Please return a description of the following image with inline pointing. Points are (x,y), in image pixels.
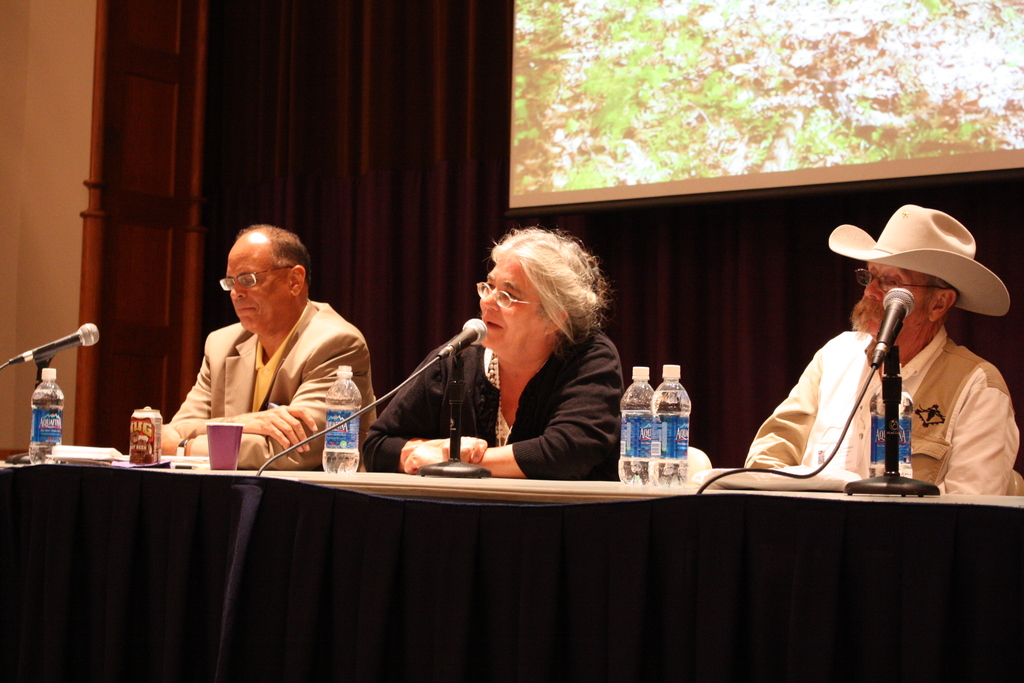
This image is taken indoors. At the bottom of the image (419,544) there is a table (517,512) with a table cloth (450,548), five water bottles (40,428), mics (888,423) and a few things (135,452) on it. In the background (73,206) there is a wall (195,194). There is a curtain (666,255) and there is a screen (574,123). In the middle of the image (517,381) a woman (416,381) and two men (362,360) are sitting on the chairs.
